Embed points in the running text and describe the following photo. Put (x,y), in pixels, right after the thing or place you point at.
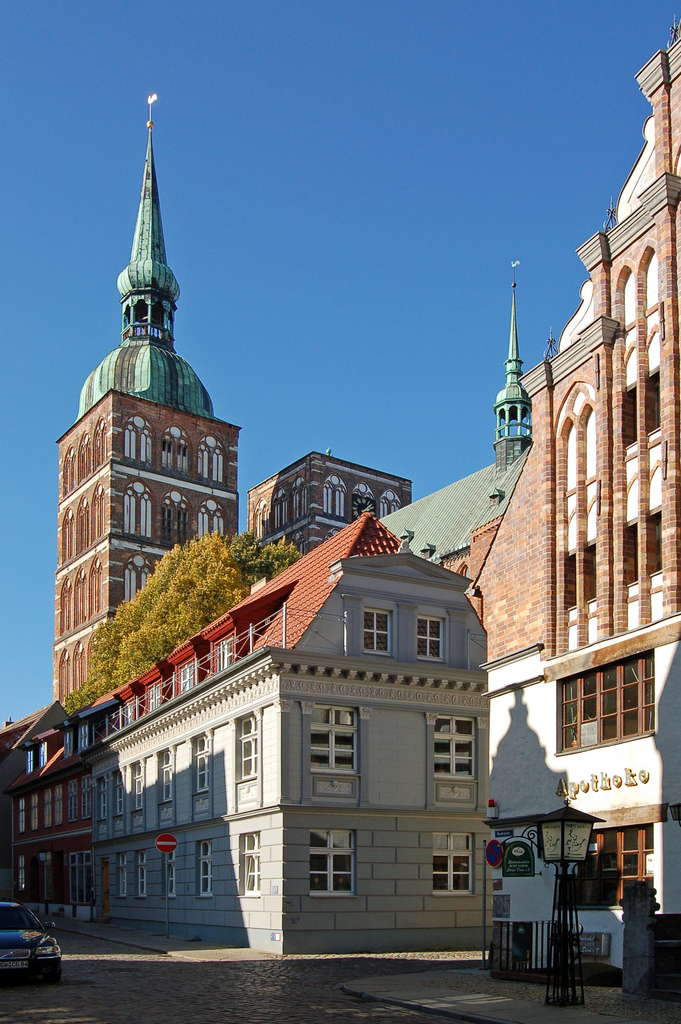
In this image we can see buildings (362,676), trees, street poles (575,916), street lights (559,857), name board (525,875), motor vehicle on the road (85,969) and sky (352,244).
